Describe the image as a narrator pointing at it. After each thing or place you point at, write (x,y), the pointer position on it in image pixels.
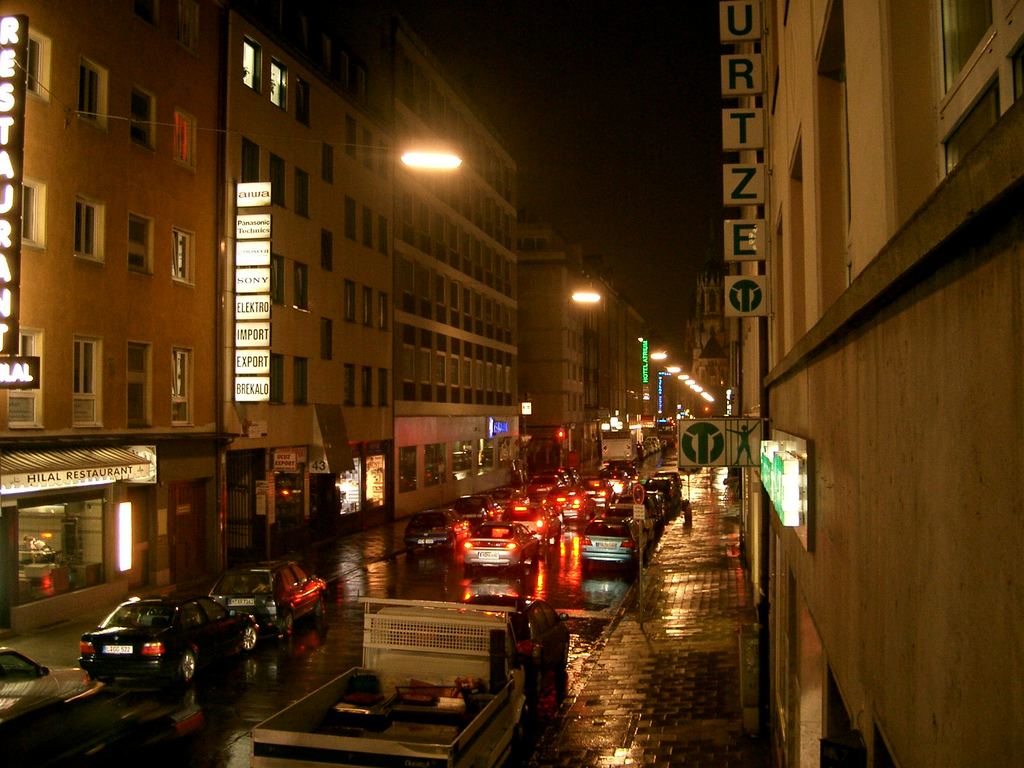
In this image, I can see the buildings (443,239) with the windows (453,262). These are the street lights (425,155). These look like the name boards (249,349), which are attached to the wall (225,355). I can see the vehicles (601,469) on the road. I think this is a pathway (697,635).
